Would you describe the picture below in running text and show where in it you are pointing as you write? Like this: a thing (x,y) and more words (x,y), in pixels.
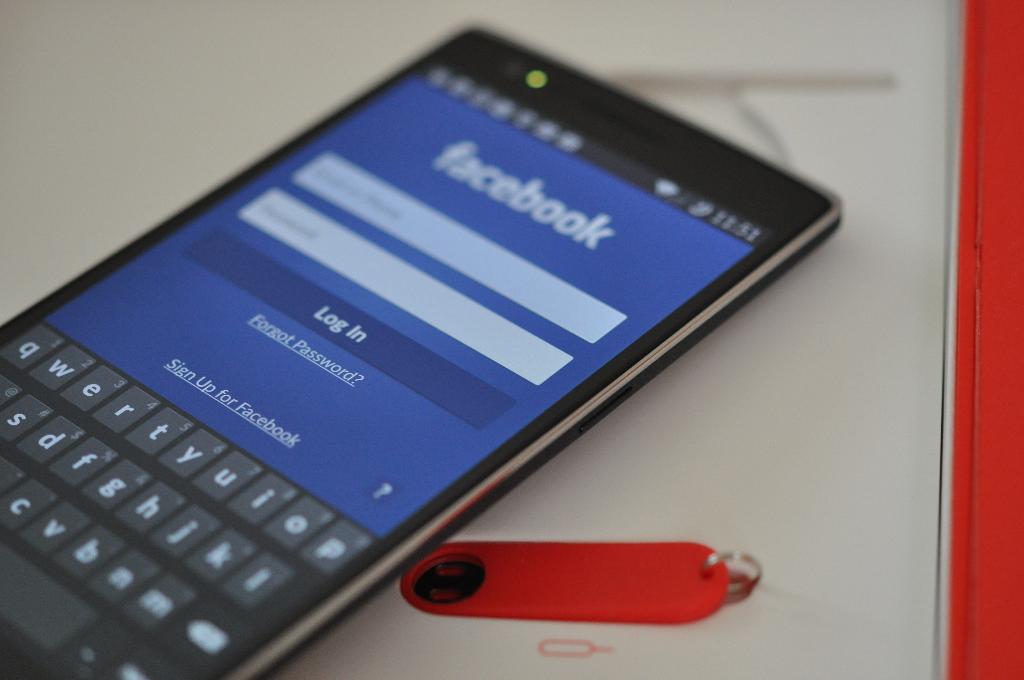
In this picture there is a cell phone (546,384). On the screen (461,375) there is text (454,178). At the bottom (508,496) it looks like a white surface (891,296) and there is a red tag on it.
